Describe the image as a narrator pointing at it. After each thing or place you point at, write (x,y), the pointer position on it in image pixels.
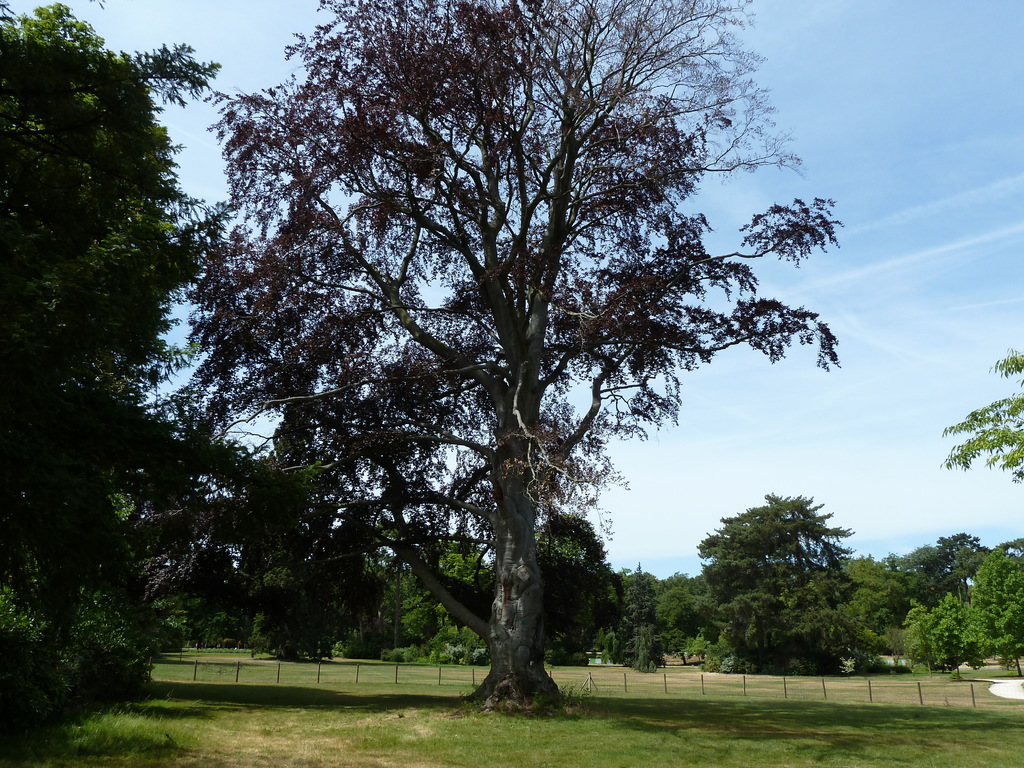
In this picture I can see grass (405,664), there are trees (491,273), there are wooden poles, and in the background (825,425) there is the sky (810,401).
